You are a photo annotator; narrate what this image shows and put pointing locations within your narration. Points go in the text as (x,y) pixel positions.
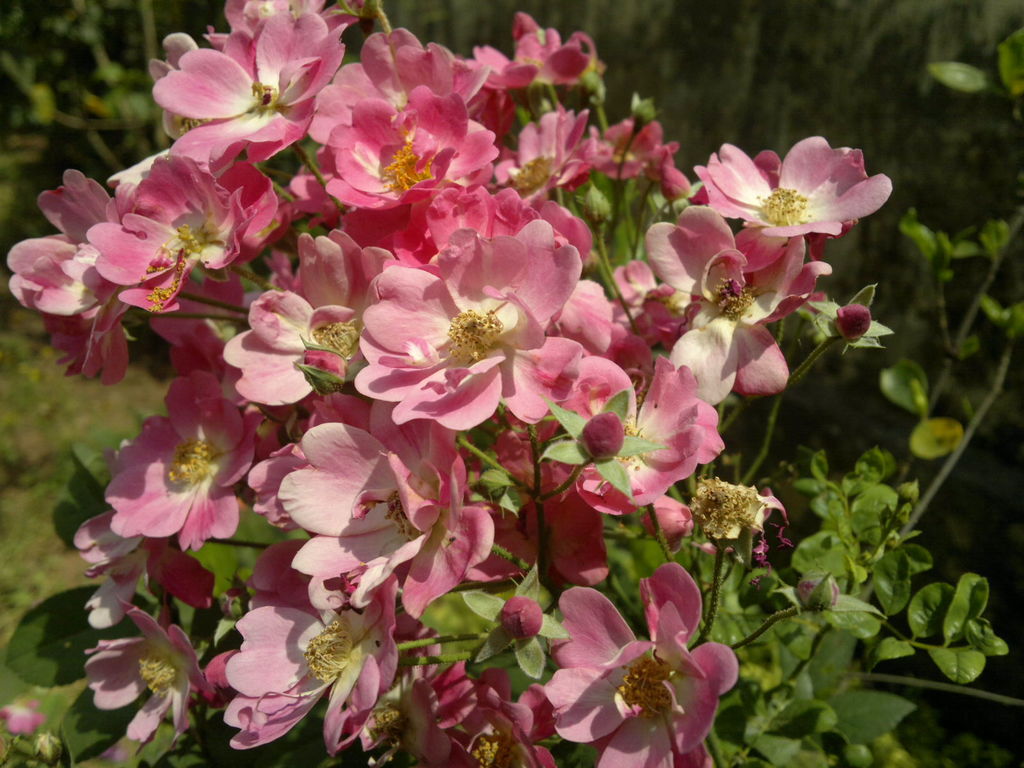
In this image there are plants (900,595) and we can see flowers (487,395) which are in pink color.
